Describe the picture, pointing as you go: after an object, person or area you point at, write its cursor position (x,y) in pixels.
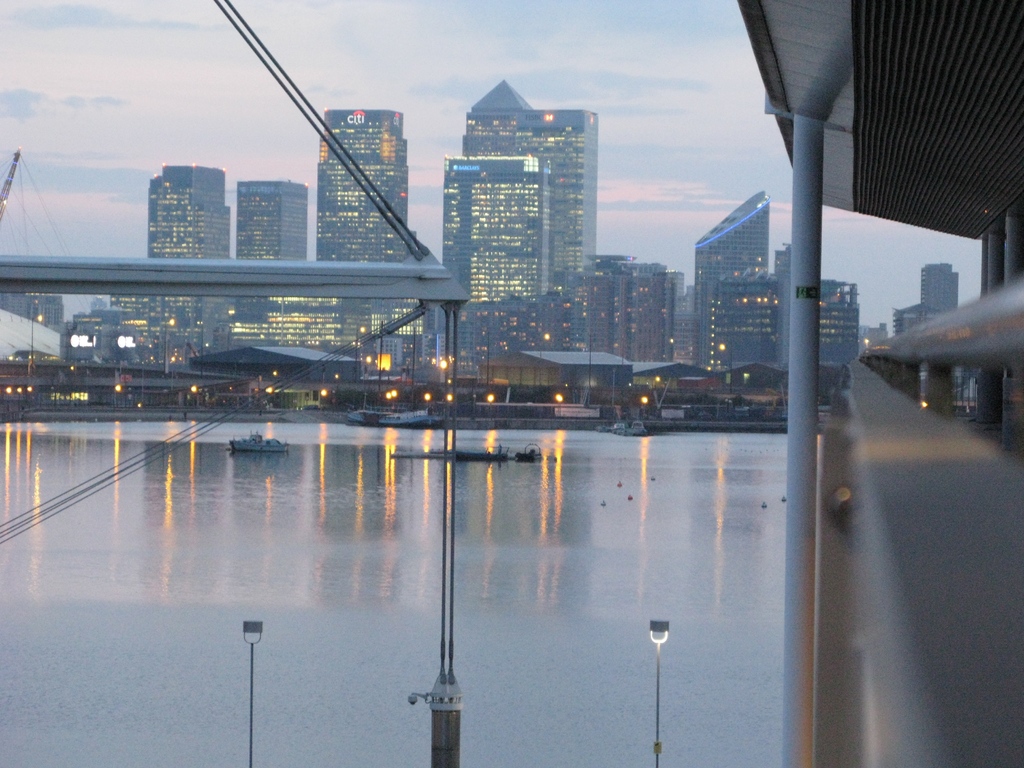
In this image we can see wires (390,334), poles (813,212), ships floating on the water (585,482), light poles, tower buildings (725,349) and the sky (191,43) with clouds (78,110) in the background (140,52).
